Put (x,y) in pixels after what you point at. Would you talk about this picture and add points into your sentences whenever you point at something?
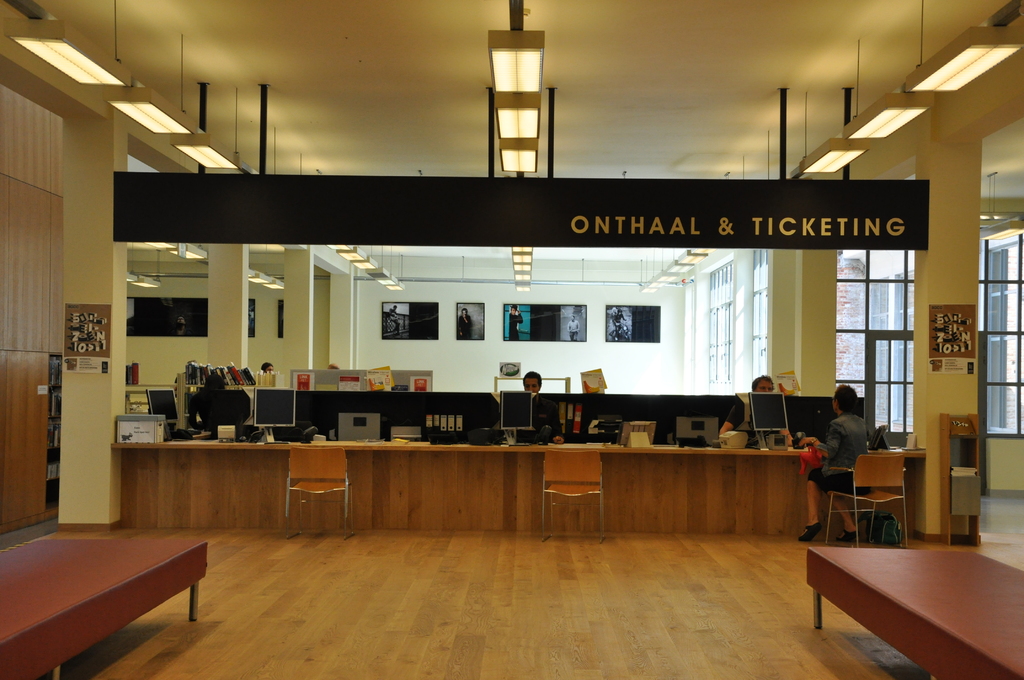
In this picture we can see the inside view of a building (40,214). We can see a person (839,511) is sitting on a chair (841,498). At the bottom left (54,580) and right corners of the image, those are looking like tables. In front of the person (821,479) there are some objects (604,421) and there are heads (530,383) of two persons (760,387). There are photo frames (420,314) which are attached to the wall (275,339). On the left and right side of the people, there are pillars (819,351). At the top of the image (883,123), there are lights (892,111) and a board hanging to the ceiling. On the right side of the image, there are windows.
